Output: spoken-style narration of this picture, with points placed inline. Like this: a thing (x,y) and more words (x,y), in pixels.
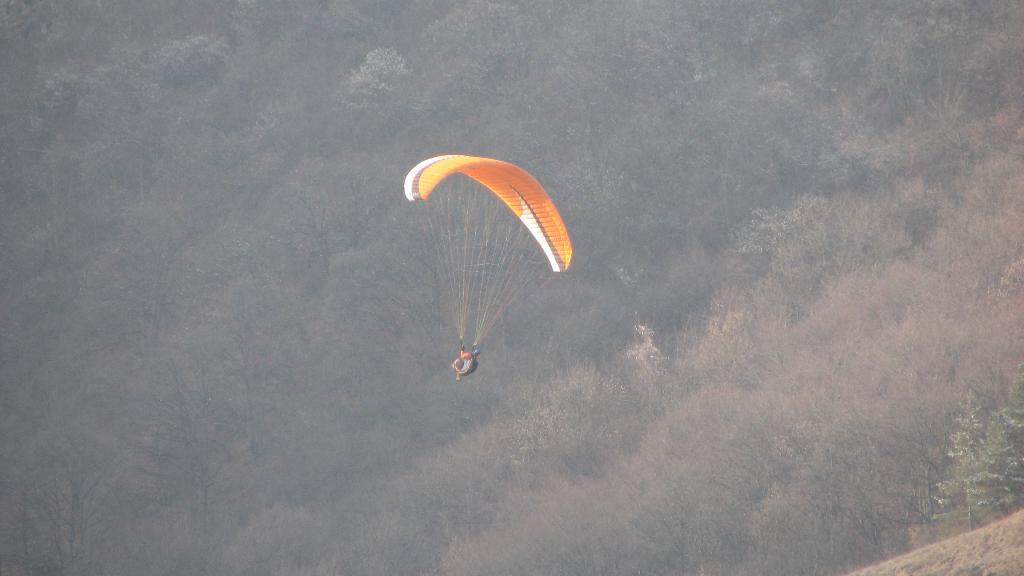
In this image we can see a person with a parachute (485,188) in the air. There are many trees (632,330) and plants (348,475) in the image.
